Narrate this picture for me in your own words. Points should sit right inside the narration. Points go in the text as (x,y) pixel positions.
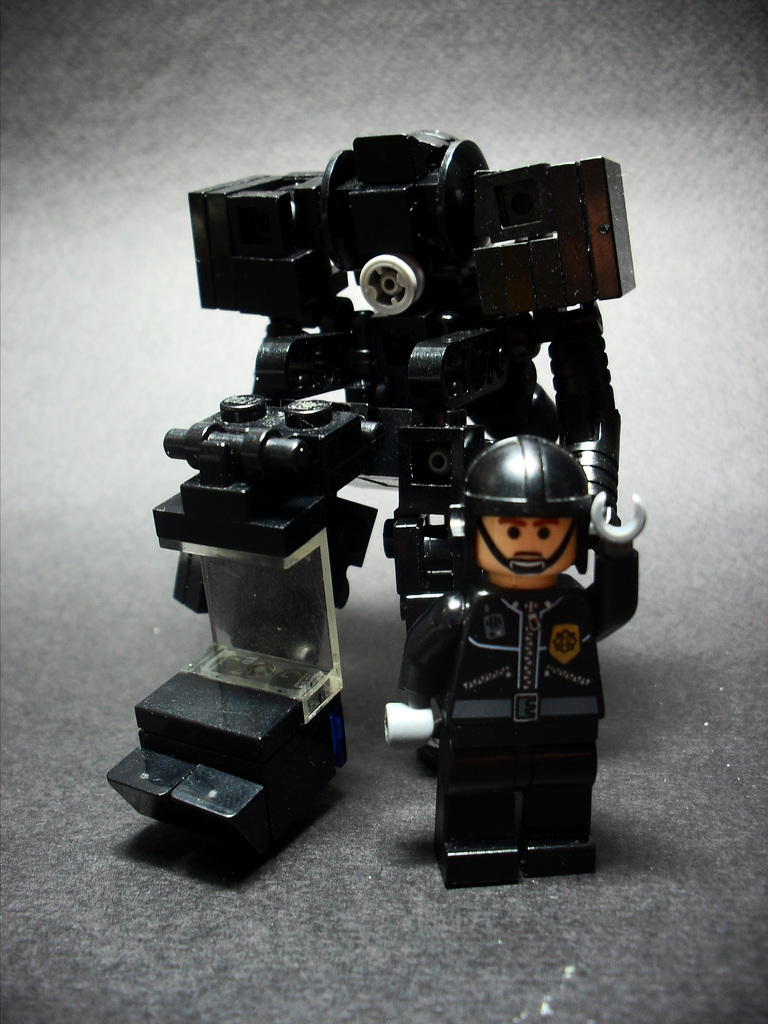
In this picture we can see an object (282,518) on the surface (383,880).
